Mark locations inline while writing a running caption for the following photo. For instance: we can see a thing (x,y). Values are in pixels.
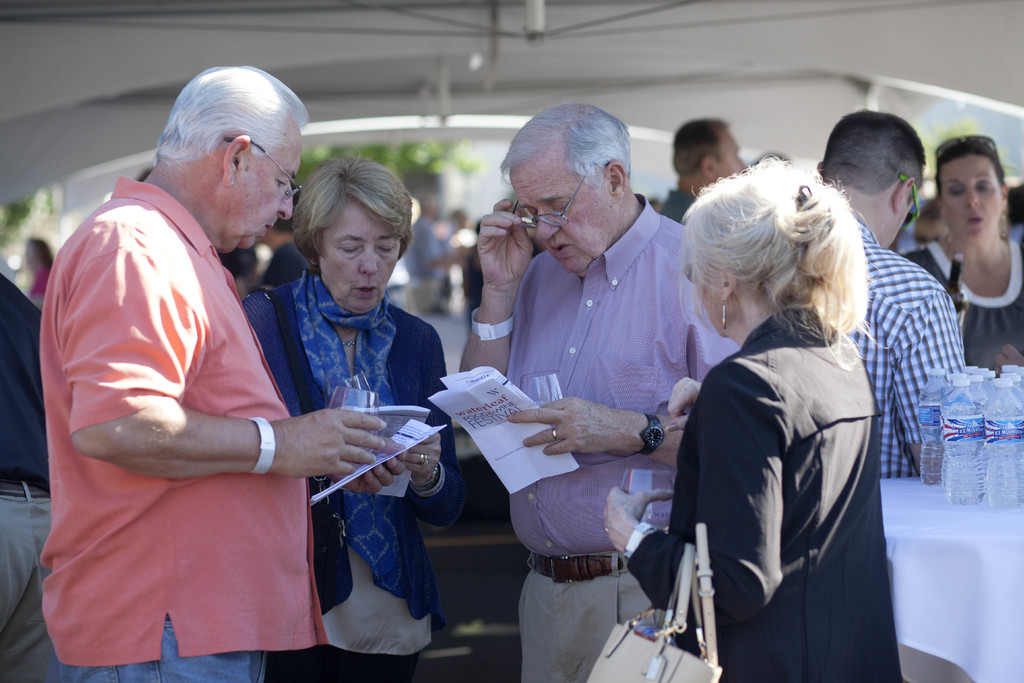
In this image there are many people (317,256) standing. In the foreground (199,468) there are four people (483,244) standing. They are holding wine glasses (644,483) and papers (393,432) in their hands (518,421). To the right (987,604) there is a table (891,540). There is a cloth (959,556) spread on the table (980,586). On the table (937,527) there are water bottles (947,450). At the top (414,68) there is the ceiling (444,22). In the background (413,155) there are leaves (409,157) of plants (418,143) and trees (405,161).
